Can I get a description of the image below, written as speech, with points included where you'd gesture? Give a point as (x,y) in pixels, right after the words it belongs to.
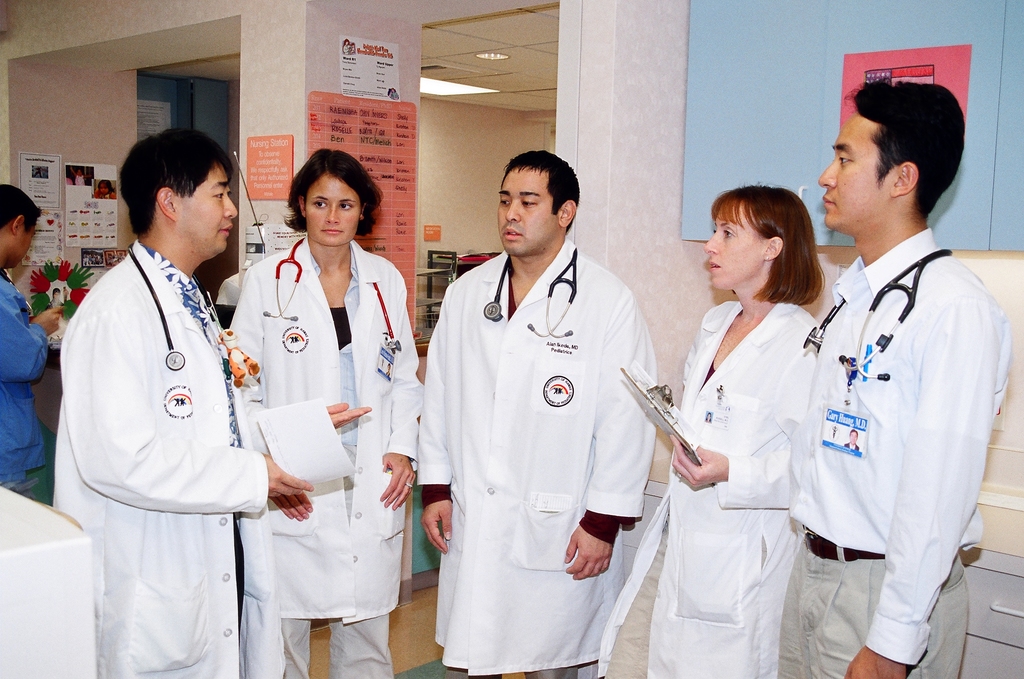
In the picture there are a group of doctors (532,377) standing and discussing, behind them on the left side (42,338) there is a nurse (13,327) and in front of the nurse (16,206) there are many posters (315,136) attached to the walls (18,131) and pillars (298,85).
